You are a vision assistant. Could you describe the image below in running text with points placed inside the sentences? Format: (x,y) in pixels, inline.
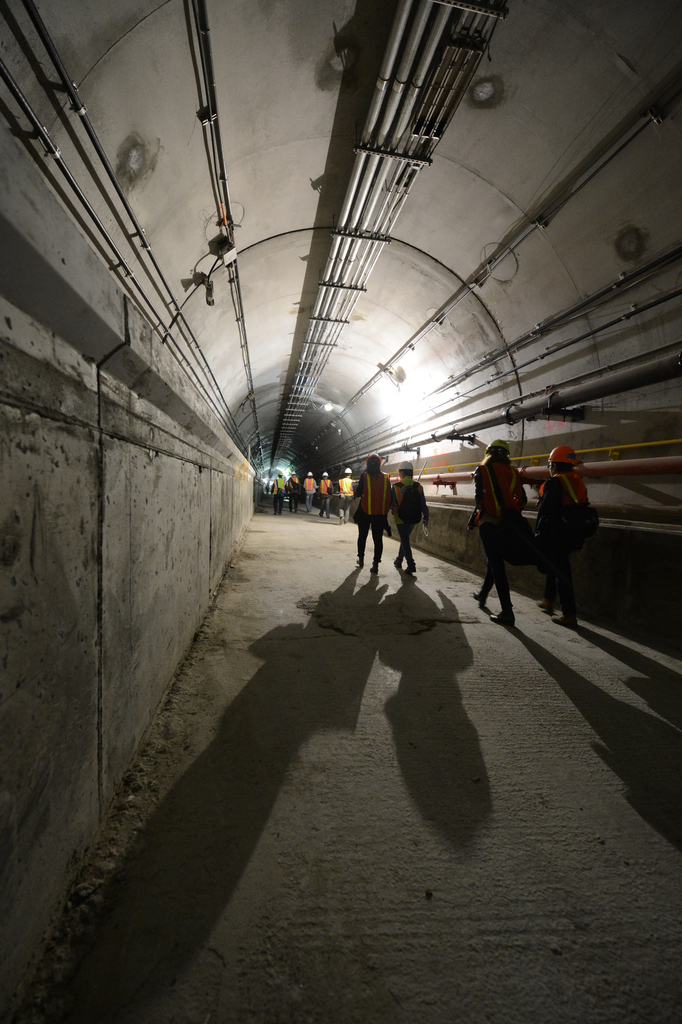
This is the inside view of a tunnel (404,303) where we can see pipes (345,412), light (414,415) and people (369,504) walking on the pathway (380,627).
